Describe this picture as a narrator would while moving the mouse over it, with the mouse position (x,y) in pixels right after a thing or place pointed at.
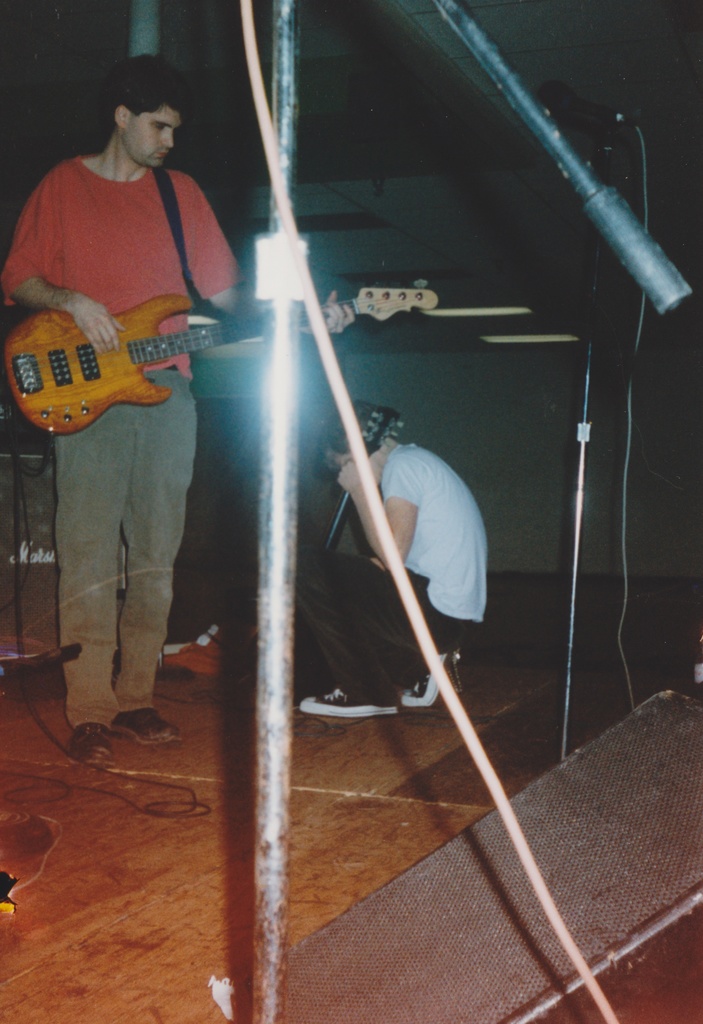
In the center (344,579) we can see man (185,356) holding guitar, another man (338,585) sitting and holding guitar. And back there is a wall (521,356).
